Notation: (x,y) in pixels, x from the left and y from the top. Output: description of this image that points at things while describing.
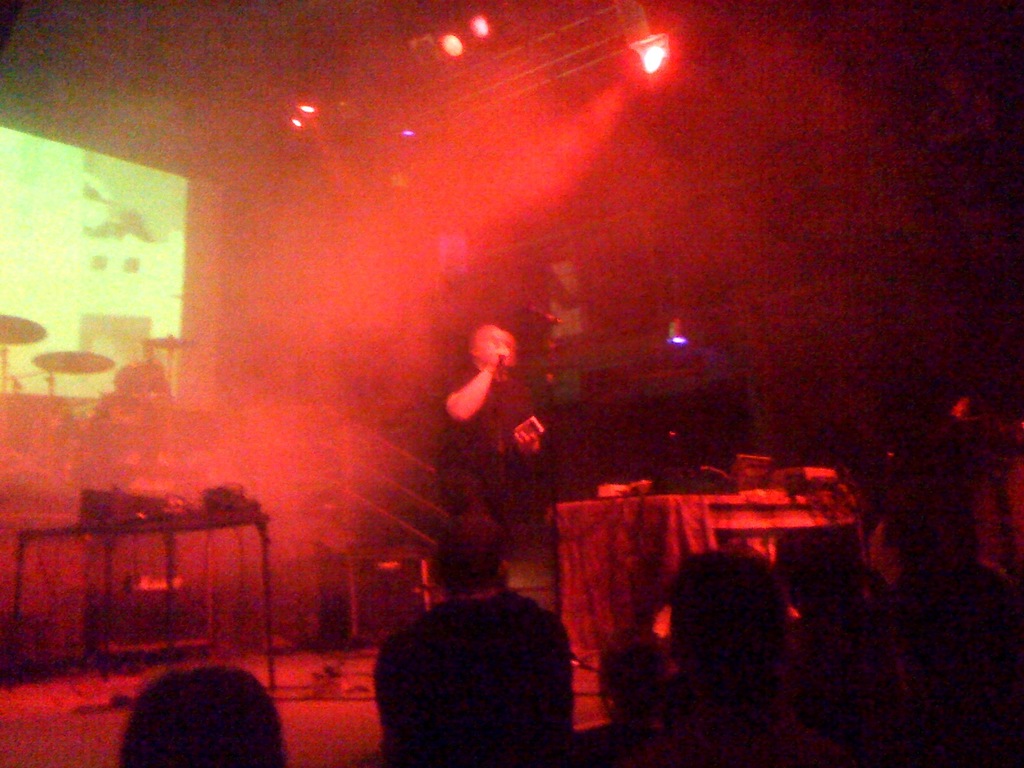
In this image we can see a man (466,436) is standing on the stage (370,688). He is holding a mic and an object (526,429) in his hands (536,426). At the bottom of the image (500,715), we can see people (880,715). In the background (28,353), we can see drums (49,414), big screen (166,315), lights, railing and tables (574,552). On the tables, we can see so many different objects (817,484).
